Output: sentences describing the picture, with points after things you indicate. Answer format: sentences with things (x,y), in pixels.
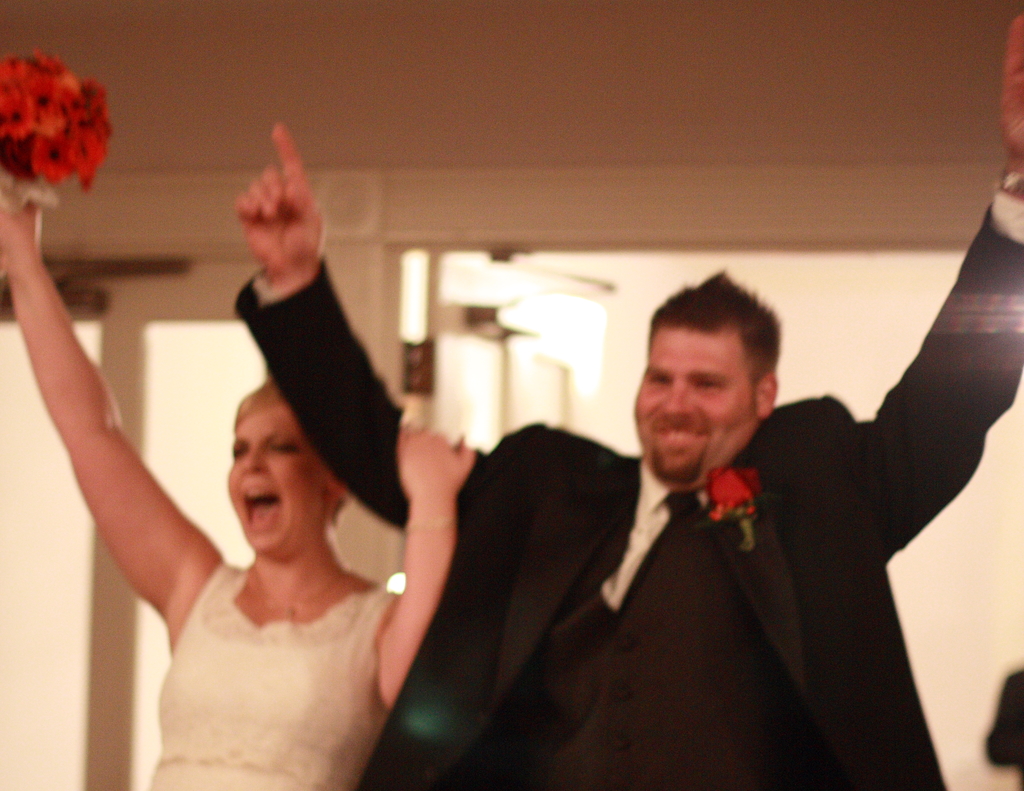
In the image we can see there are people (440,622) standing and the woman (227,652) is holding a bouquet (32,152) in her hand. The man (733,591) is wearing a suit (629,610).
